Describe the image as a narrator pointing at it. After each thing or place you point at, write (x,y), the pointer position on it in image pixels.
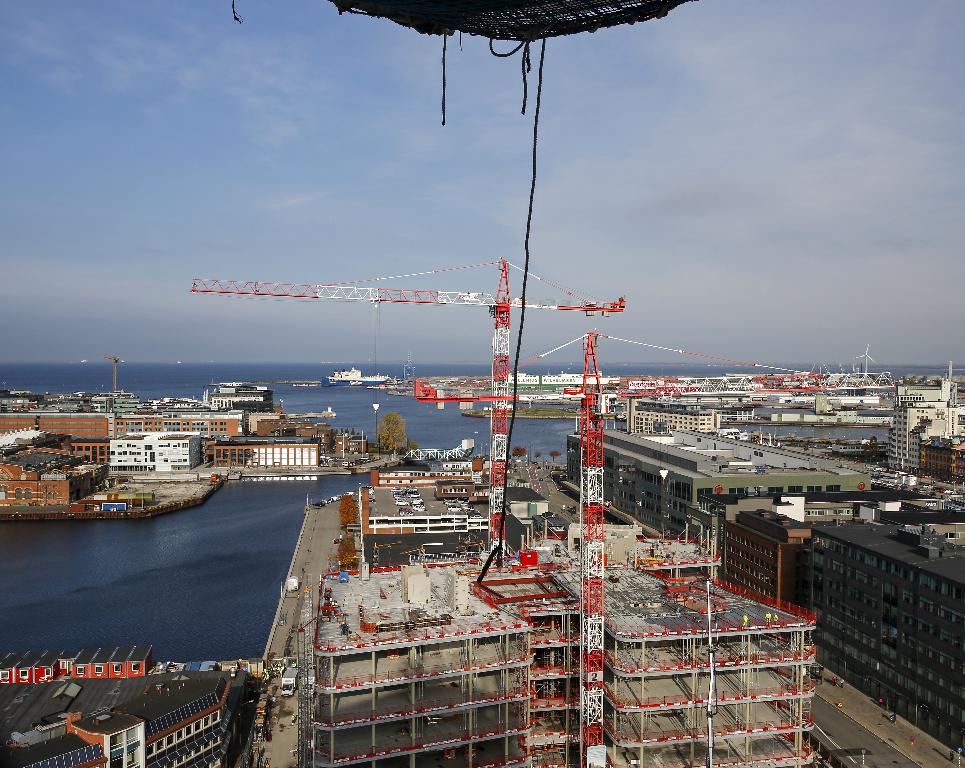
In this image, we can see some water (330,365) in between buildings (621,429). There are cranes (499,366) in the middle of the image (595,497). In the background of the image (638,168), there is a sky (390,128).
